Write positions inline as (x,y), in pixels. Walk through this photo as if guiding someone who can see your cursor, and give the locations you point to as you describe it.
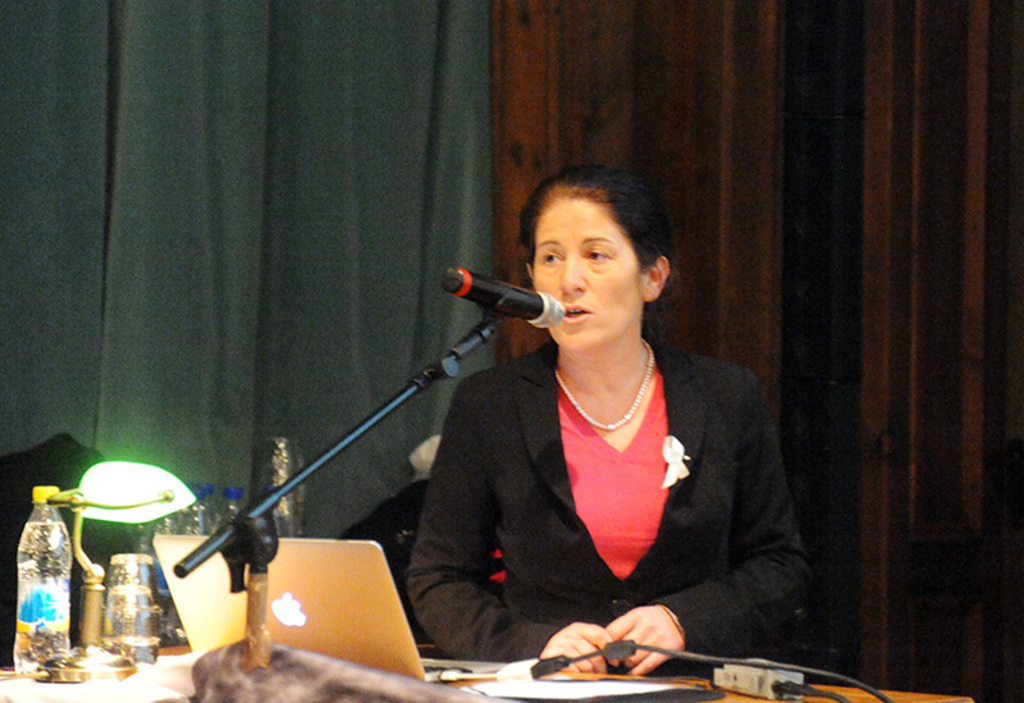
In this image I can see a person (554,426) is wearing black and red color dress (604,488). I can see a mic (503,316), stand (270,522), bottle (67,592), laptop (365,599), wires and few objects (774,672) on the table (698,681). Background (360,83) I can see the curtain (358,101).
